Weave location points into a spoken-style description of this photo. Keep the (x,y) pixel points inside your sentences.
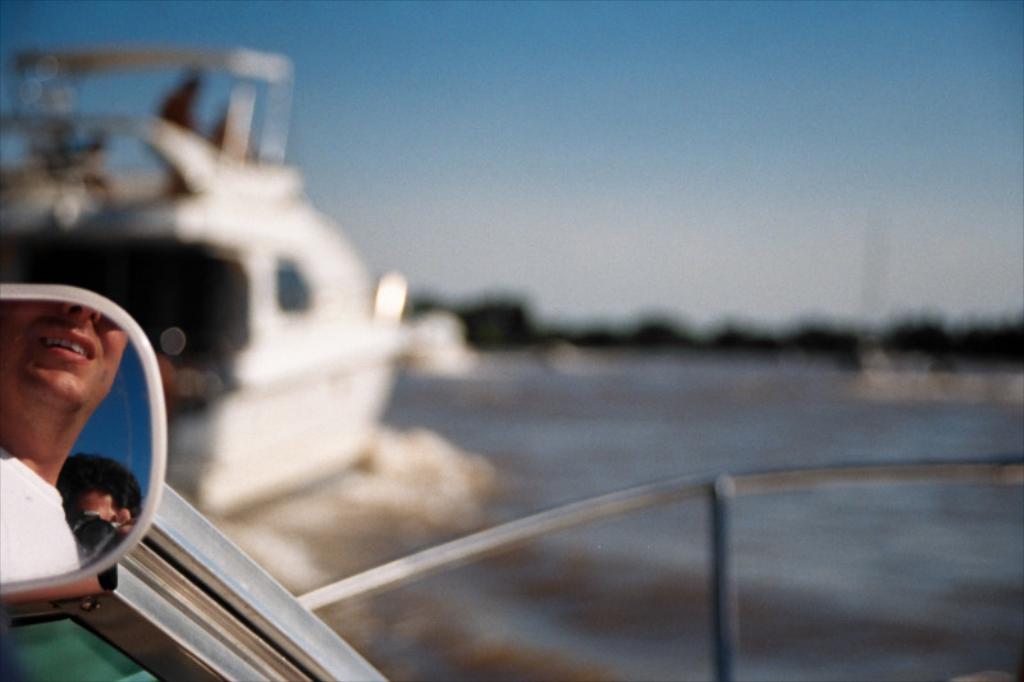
In this picture we can see a person (109,332) in the mirror (135,355). There is a ship (286,459). Greenery (736,326) is visible in the background (711,326).
